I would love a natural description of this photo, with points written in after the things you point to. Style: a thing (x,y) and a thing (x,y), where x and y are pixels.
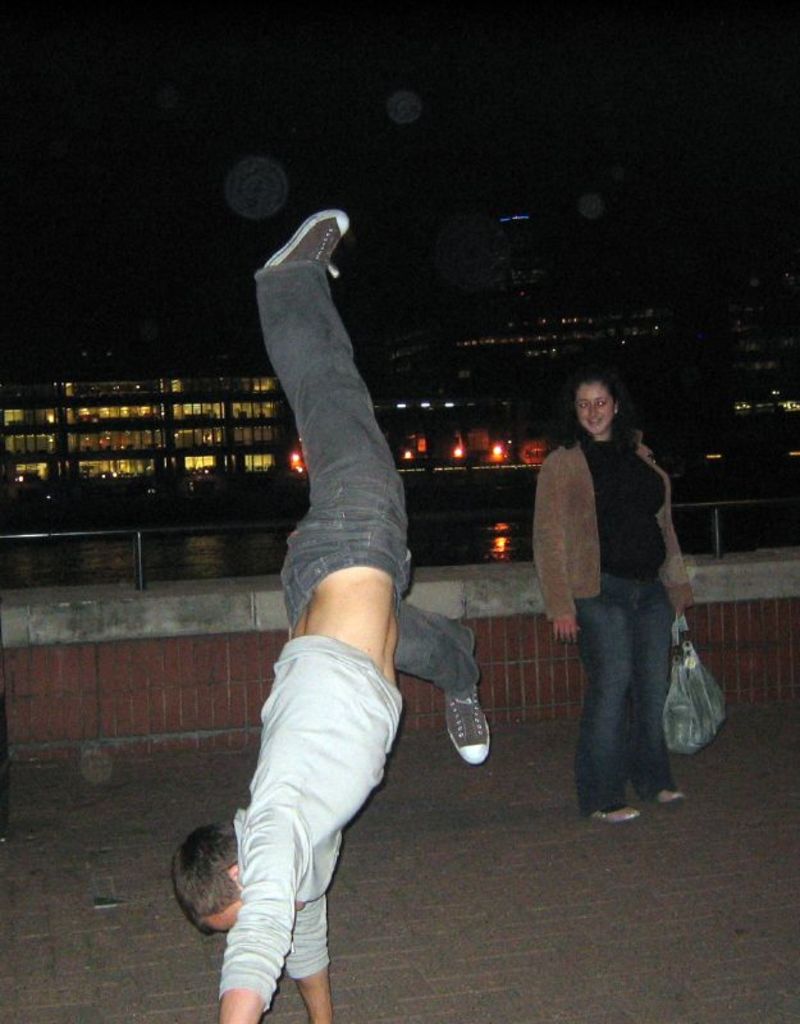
In this image in the foreground (376,582) there are two people (372,602) visible, one person (612,541) holding a bag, one person (374,560) visible standing up side down, there is the wall (87,616), behind it there is water (112,539), buildings (147,407), at the top (276,185) there is the sky (382,184), this picture is taken during night.
